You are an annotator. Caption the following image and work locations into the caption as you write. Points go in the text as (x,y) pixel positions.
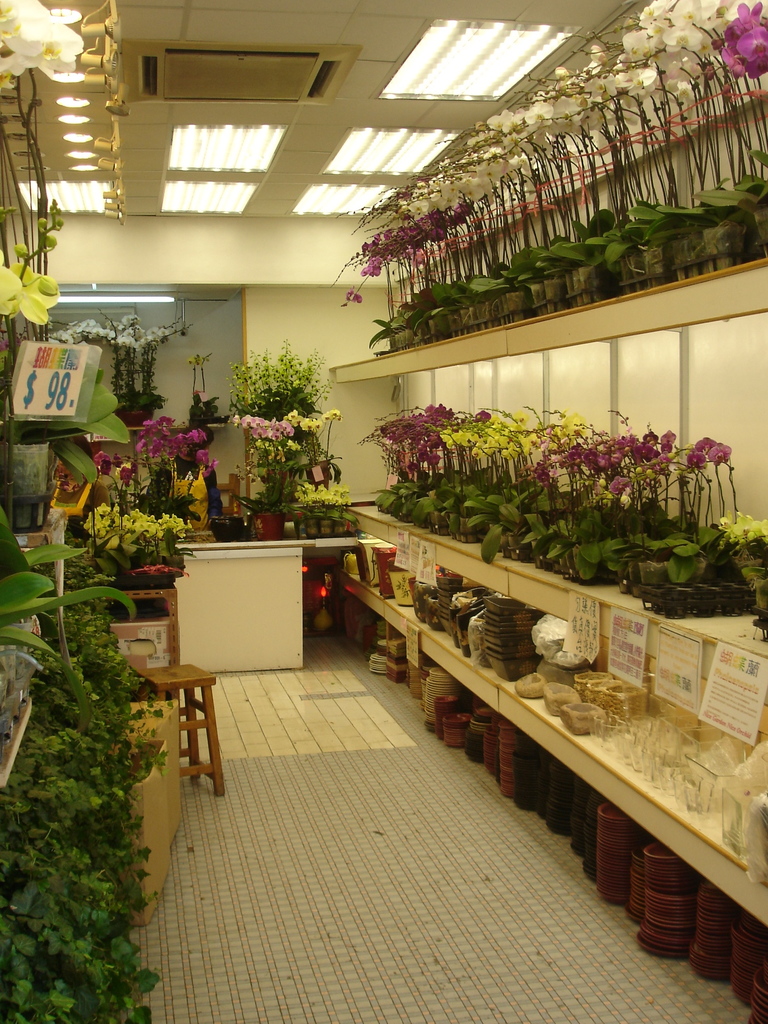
In this image there are many flower pots (526,548) placed in the shelves (419,532) for sale. There is a stool (170,671) on the floor (197,715). This is the central air conditioner (238,77) and lights (231,188) are fixed to the ceiling (312,167).
